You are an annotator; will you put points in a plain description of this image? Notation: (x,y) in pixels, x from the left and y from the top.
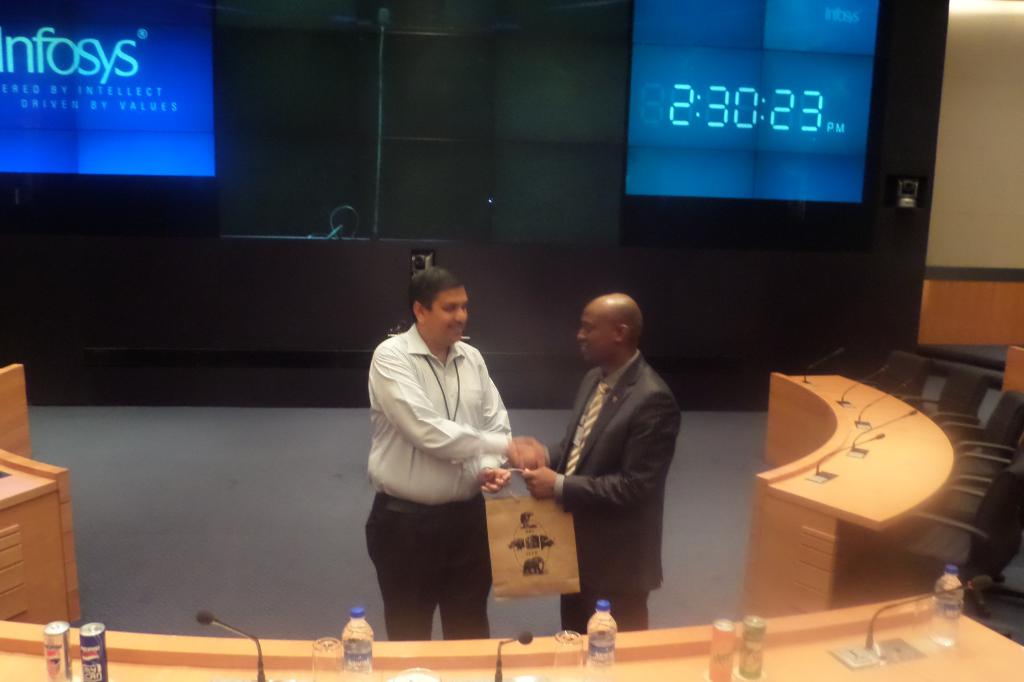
In this image there are two men (636,428) standing. They are shaking hands (555,475) and holding a bag (507,508) in their hands (506,477). In front of them there are tables (861,504) and chairs (971,480). On the table (669,657) there are microphones (938,592), bottles (937,610), glasses (327,649) and drink cans (725,651). Behind them there is a wall (306,296). There are display screens (179,159) on the wall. There are numbers (808,104) and text (149,86) displayed on the screens (163,105).
